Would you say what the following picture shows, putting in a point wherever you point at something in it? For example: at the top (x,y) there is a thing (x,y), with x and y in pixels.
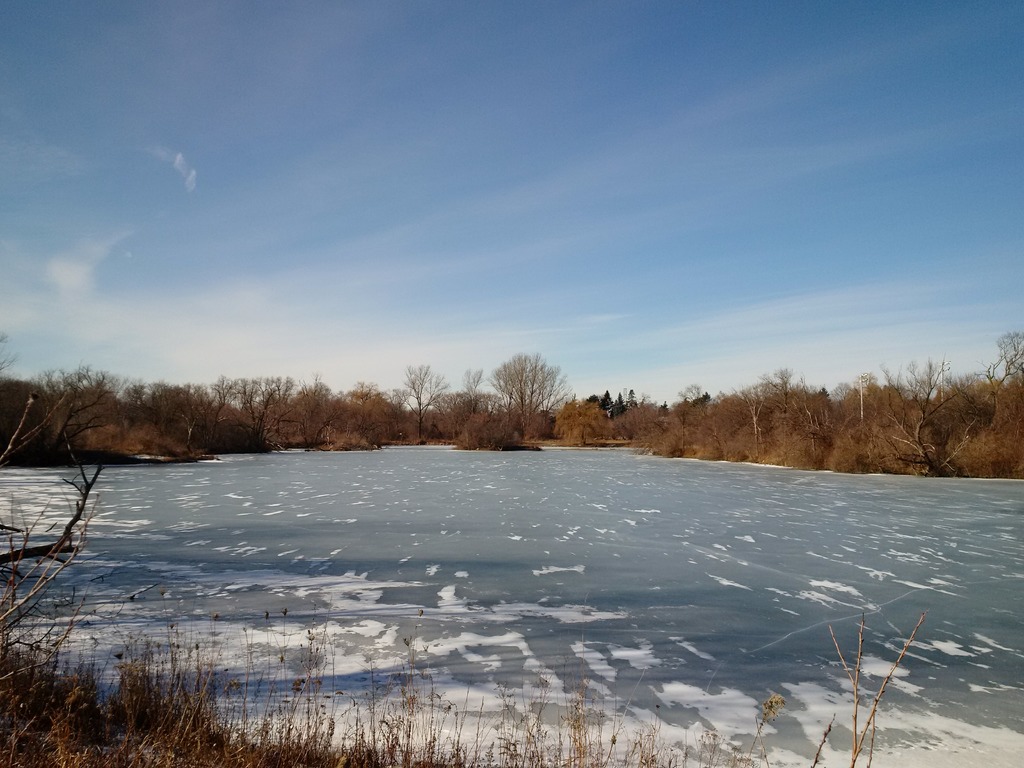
In this image at the bottom (530,671) there is a river (475,661) and some plants (80,673), in the background (238,410) there are trees (592,424). On the top of the image (452,188) there is sky (846,181).
